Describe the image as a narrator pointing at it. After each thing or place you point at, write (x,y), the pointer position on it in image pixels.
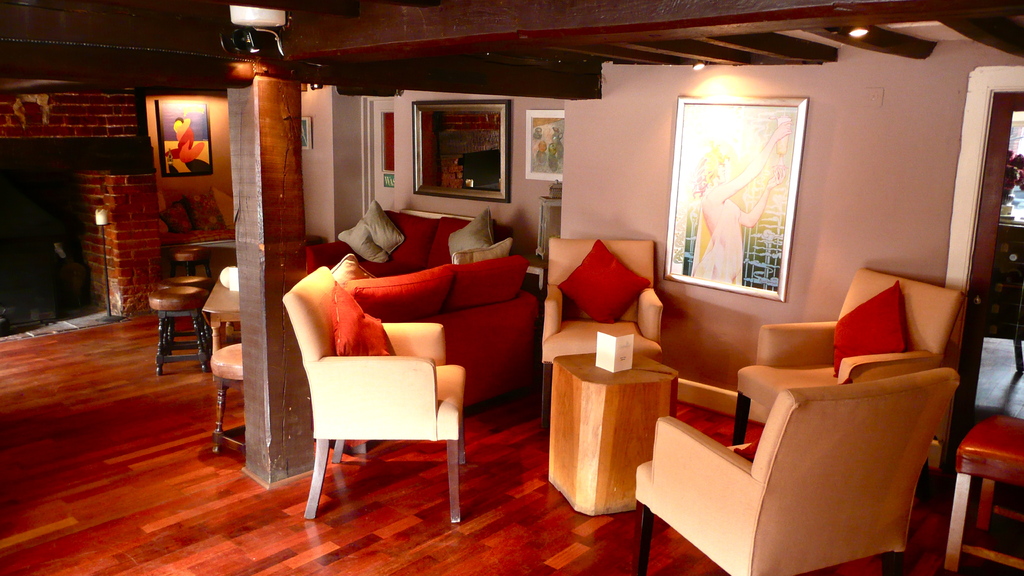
These are the sofa chairs (494,344), on the right side (688,248) there is an image frame (729,200) on the wall (719,301).
